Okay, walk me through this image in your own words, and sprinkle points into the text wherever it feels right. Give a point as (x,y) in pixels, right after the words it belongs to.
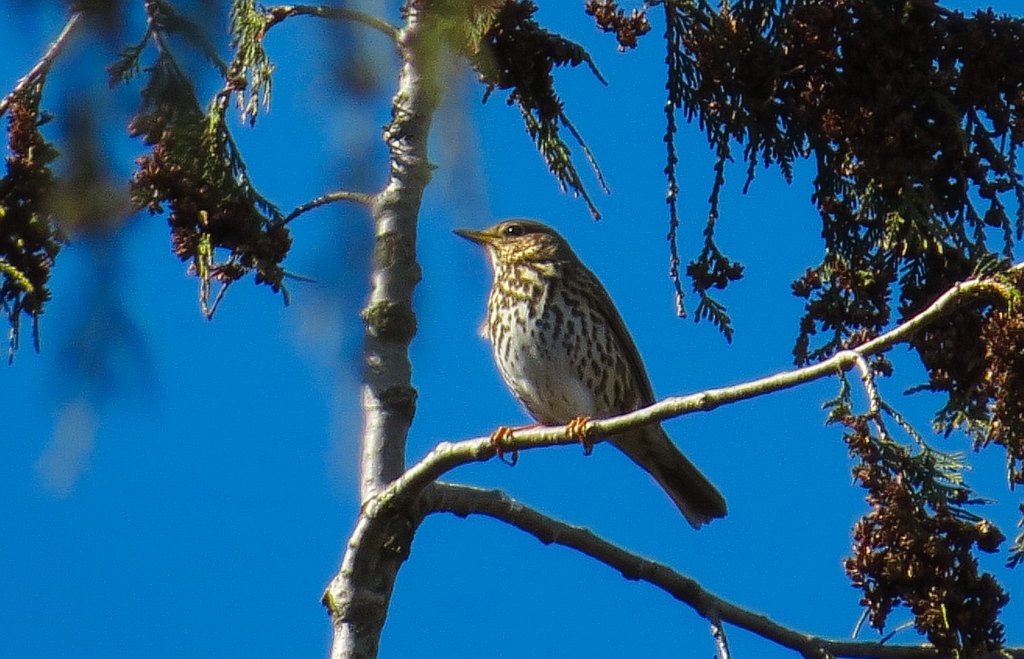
In this picture we can see a bird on a branch (429,459) of a tree (373,412) and we can see sky (427,413) in the background (430,430).
